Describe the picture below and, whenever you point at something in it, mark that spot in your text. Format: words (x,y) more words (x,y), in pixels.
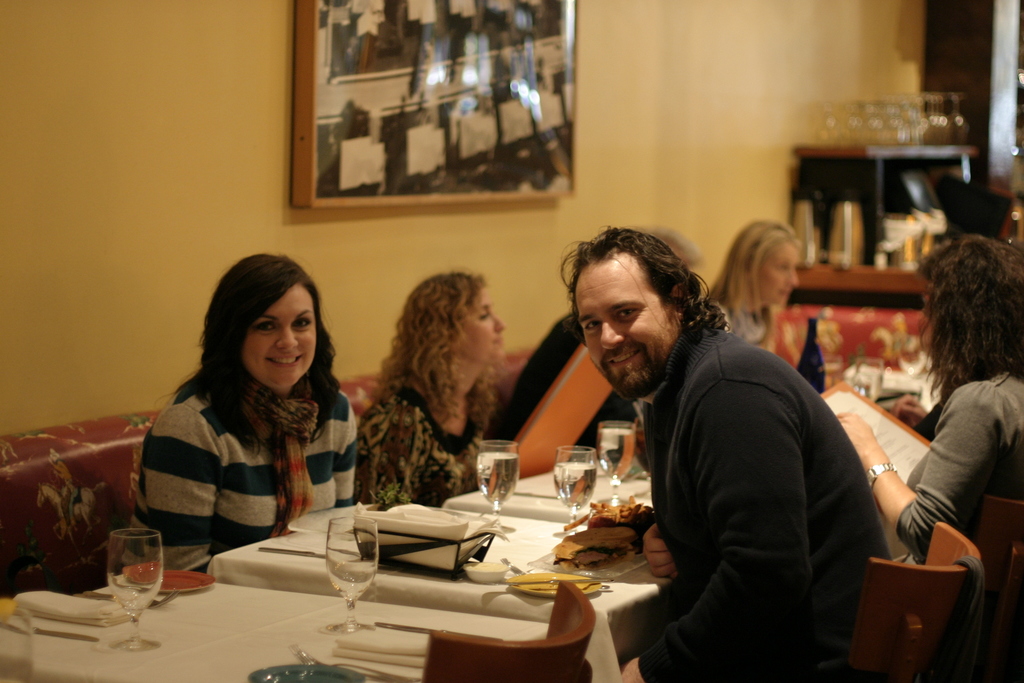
In this picture we can see four woman (789,267) and one man (704,318) sitting on chairs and in front of them on table (387,581) we have glasses (355,556) with water (573,474) in it, tissue papers (99,626), spoons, fork (295,653), bowl (485,578) and here woman (313,362) and man (684,404) are smiling and in the background (201,136) we can see wall (587,161), frame (446,98), box (820,181).
